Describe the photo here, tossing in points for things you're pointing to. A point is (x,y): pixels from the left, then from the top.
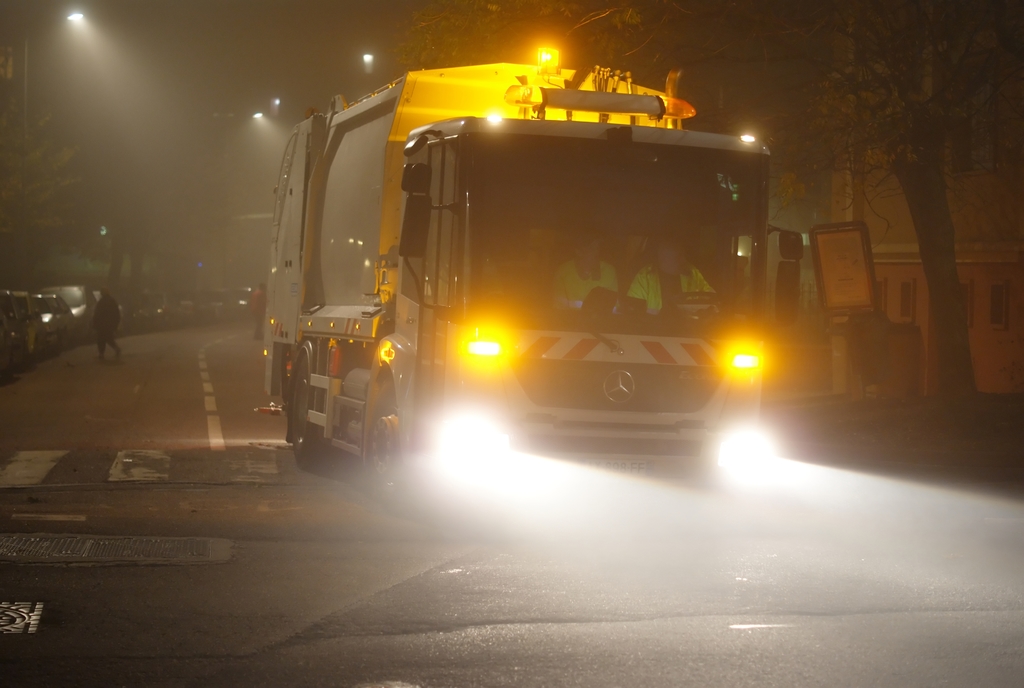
In this picture I can observe a lorry (461,218). There are some people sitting in the lorry (613,287). I can observe yellow and white color lights (489,347) fixed to the lorry (546,311). On the left side (38,311) I can observe some cars (84,302) parked on the road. The background (242,45) is dark.
